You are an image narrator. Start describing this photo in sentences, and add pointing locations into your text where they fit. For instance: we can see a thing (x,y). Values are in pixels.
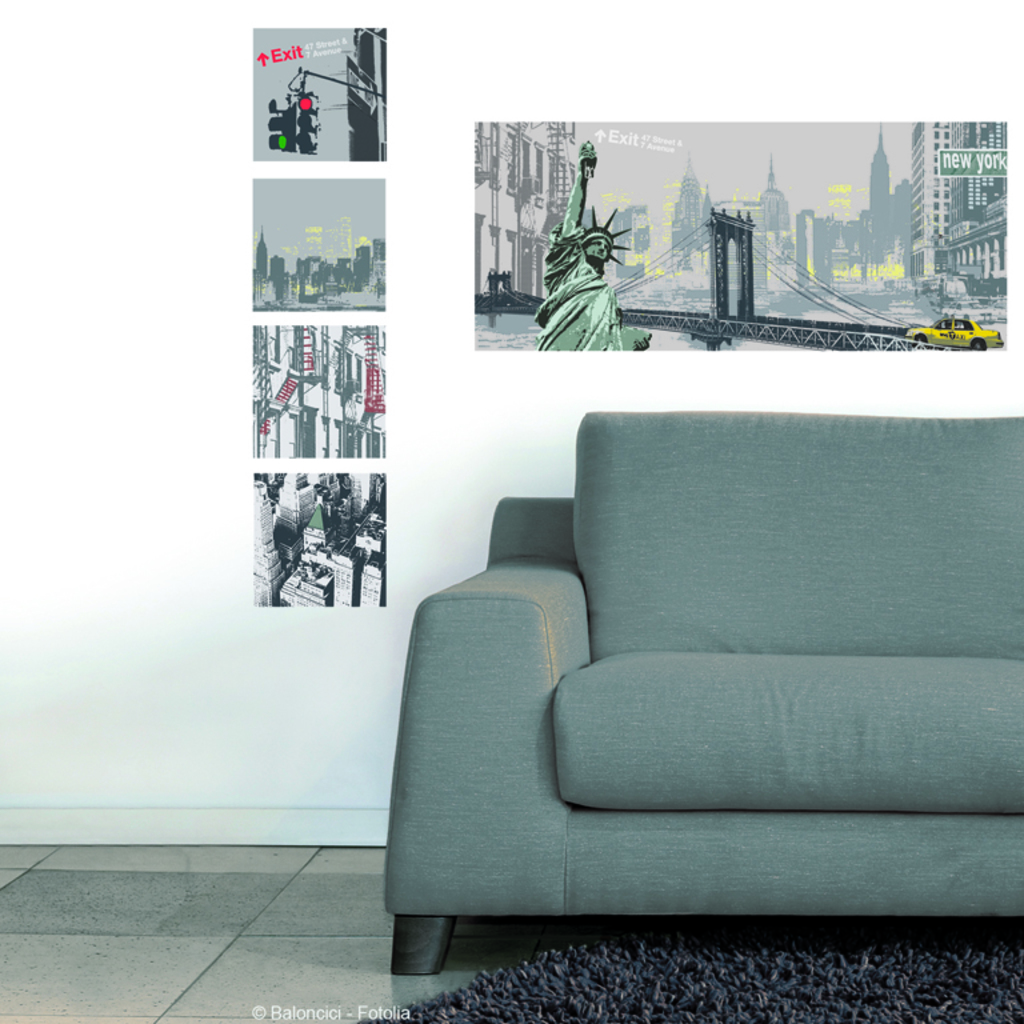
As we can see in the image there is a white color wallpapers (111,110) and a sofa (651,691).
